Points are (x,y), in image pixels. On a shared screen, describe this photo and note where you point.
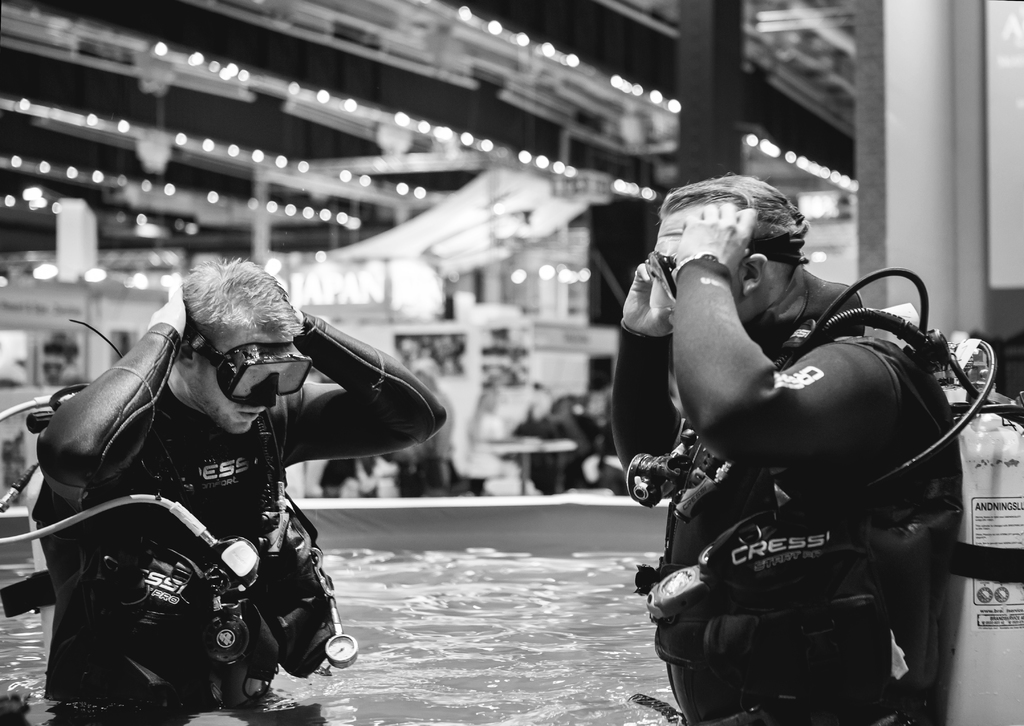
In this image we can see two persons (217,436) are standing, and they are wearing the black dress (857,495), at the back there is oxygen cylinder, there is the pillar (717,40), there are groups of persons (524,431) sitting, in front there is the table (547,447), at above there are lights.
